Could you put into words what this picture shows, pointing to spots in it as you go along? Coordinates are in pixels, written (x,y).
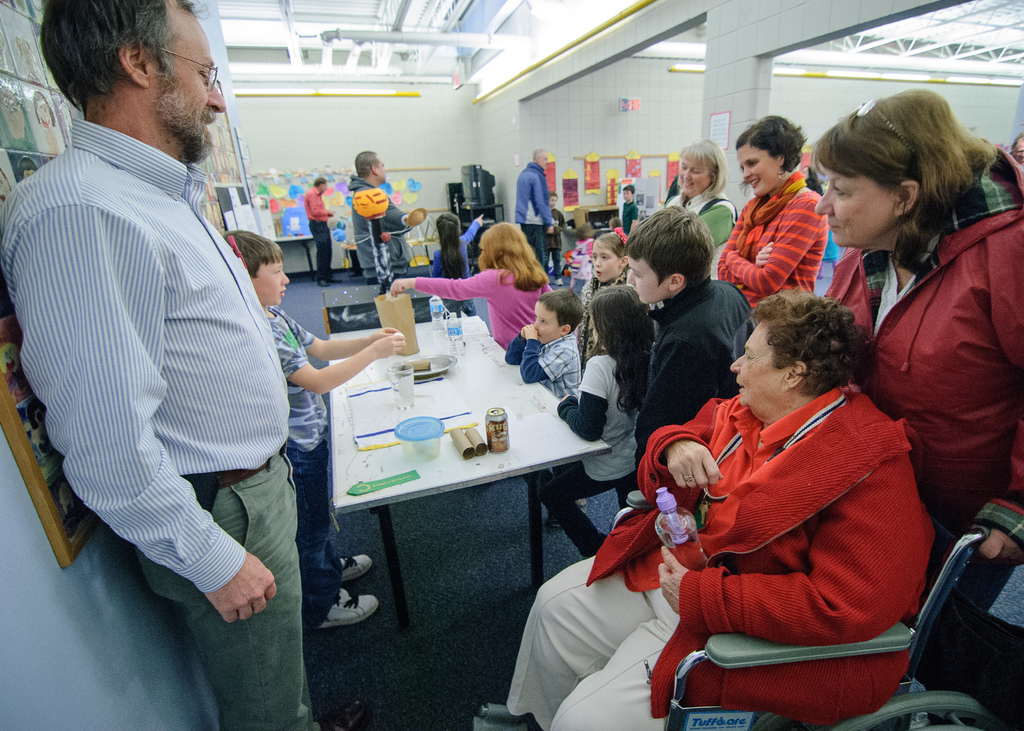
In this image we can see boys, girls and few persons (186,277) are standing and a woman (814,594) is sitting on a wheel chair (638,498). There are objects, water bottles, tin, plate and cup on the table (463,323). In the background (37,415) we can see frames (37,415) on the wall (497,178), papers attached to the wall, objects (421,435), lights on the ceiling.
